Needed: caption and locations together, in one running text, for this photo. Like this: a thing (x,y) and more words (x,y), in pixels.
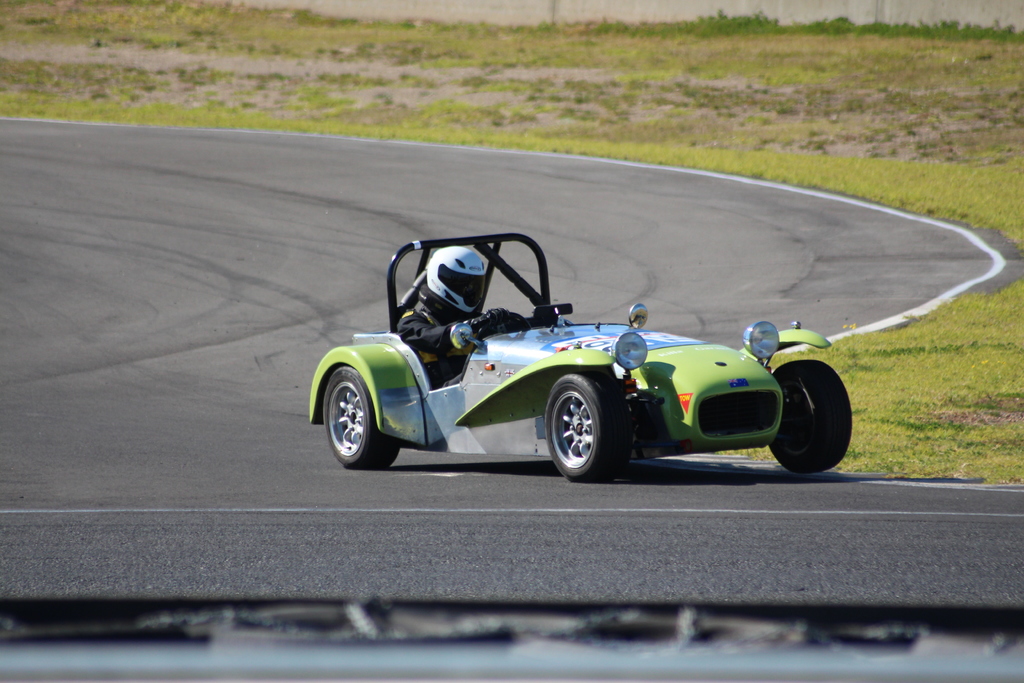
In this image in the center (474,366) there is a racing car (642,378) and there is a person (442,318) sitting inside the car (508,354). In the background (428,88) there is grass (668,81) on the ground (686,84).
